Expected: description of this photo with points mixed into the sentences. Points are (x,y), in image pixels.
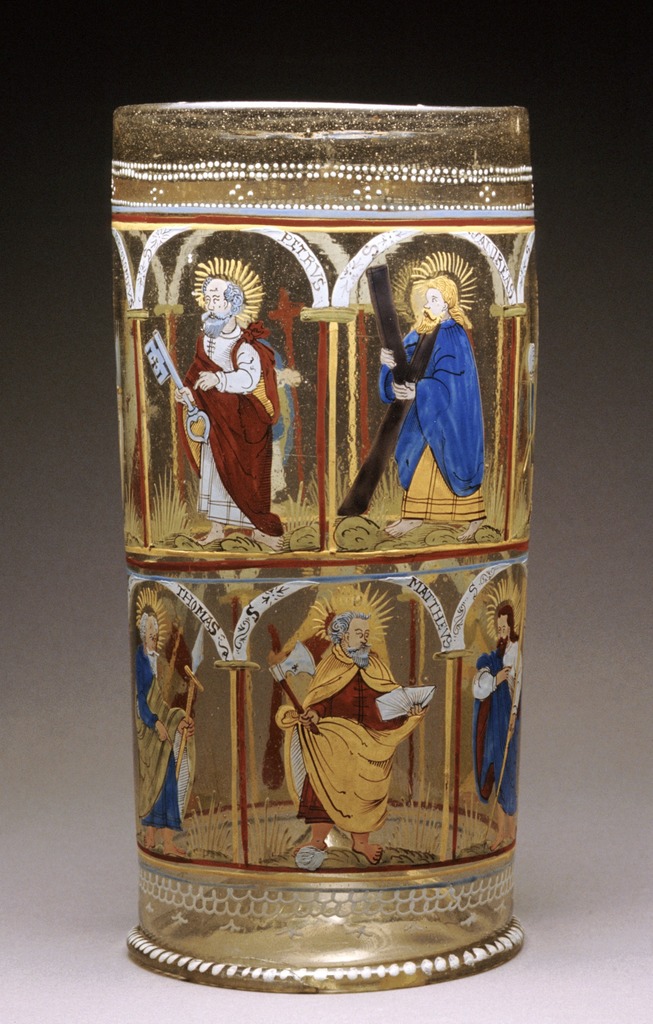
This image consists of a glass (137,626), on which there are paintings (275,447) of persons (276,455). The glass (173,892) is kept on the floor (127,964).
